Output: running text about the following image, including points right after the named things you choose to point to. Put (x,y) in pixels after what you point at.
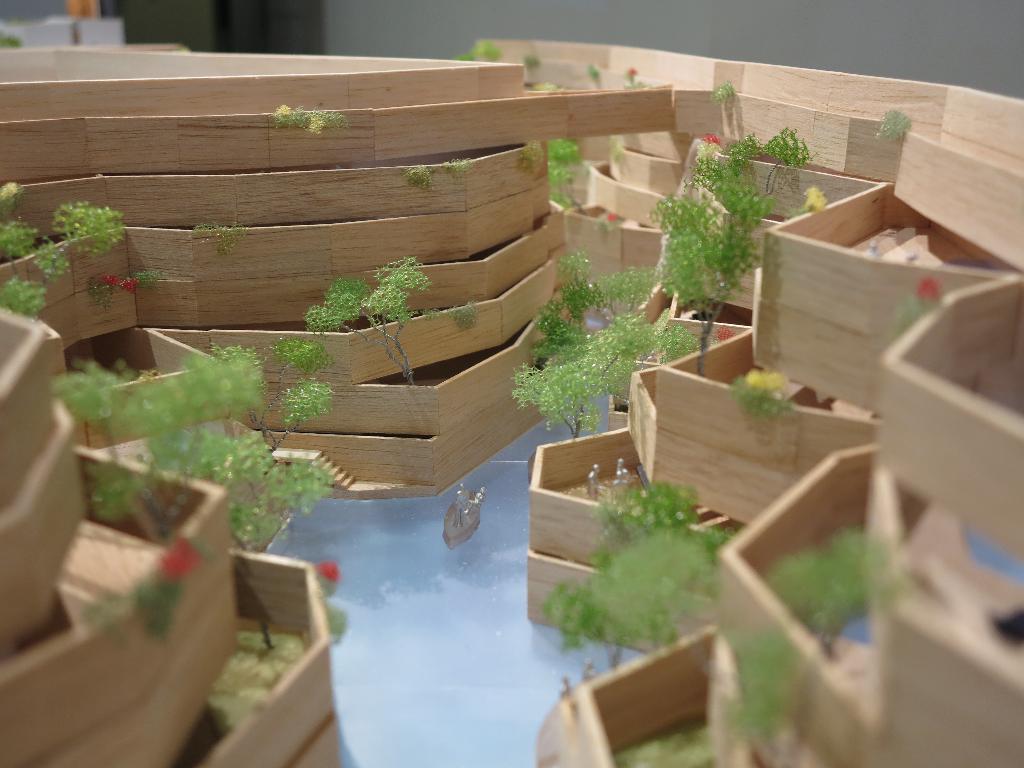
In the image I can see a project like thing (347,442) which is made of wooden and also I can see some plants (578,325) and some other things (500,517) around.
